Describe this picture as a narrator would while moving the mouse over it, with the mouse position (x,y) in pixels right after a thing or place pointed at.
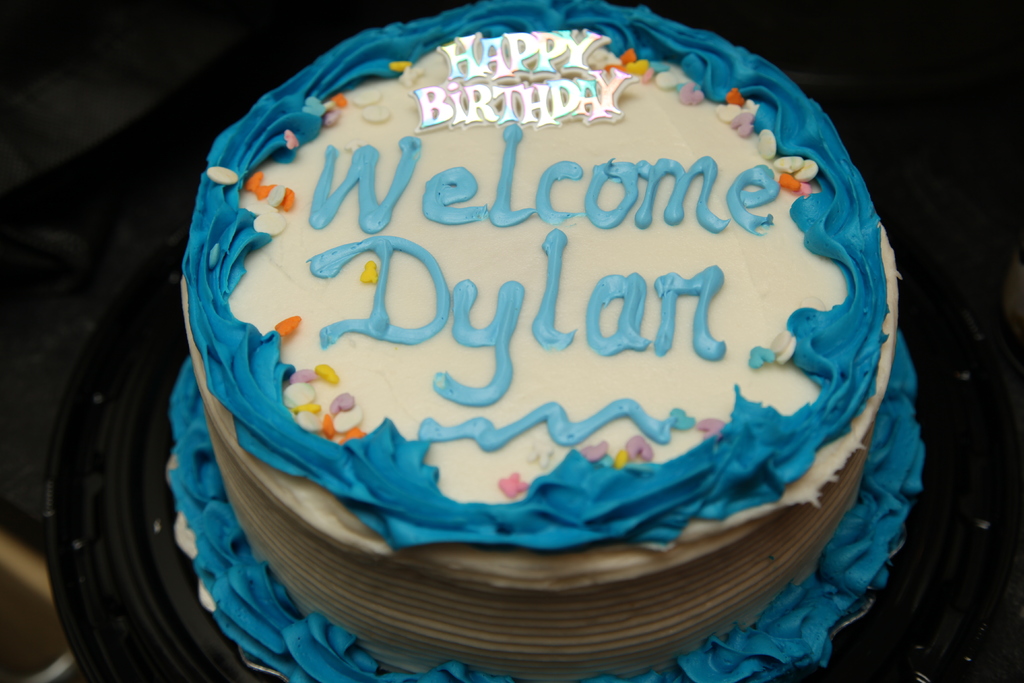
In this image we can see a cake (409,223) with some text (508,142) and the background (980,73) is dark.
